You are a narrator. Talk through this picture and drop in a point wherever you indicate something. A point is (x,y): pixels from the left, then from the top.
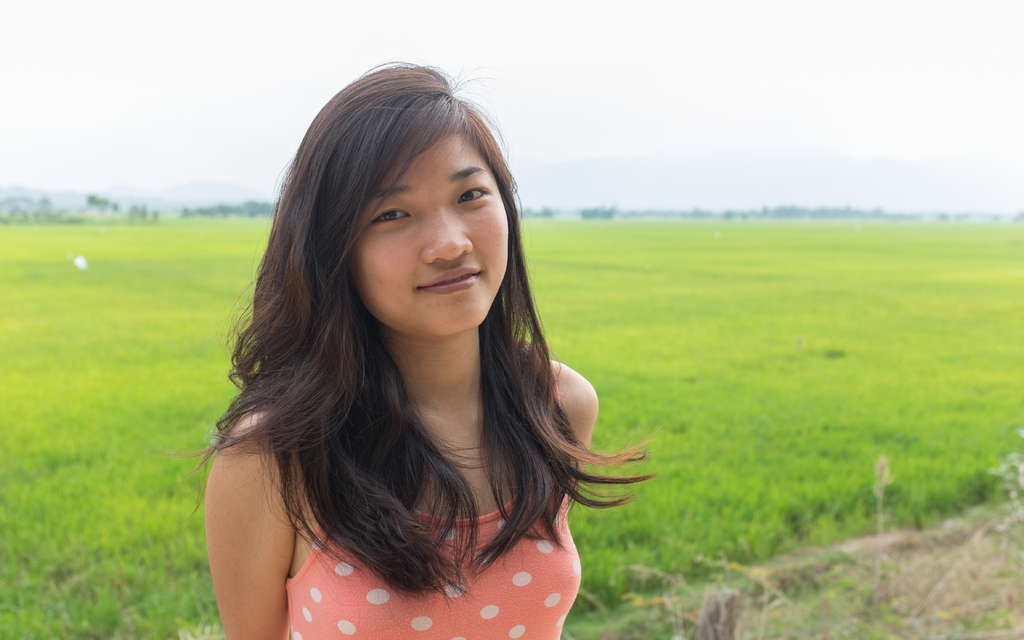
Here I can see a woman (415,380) smiling and giving pose for the picture. In the background (80,437), I can see the field (560,346) and there are many trees (850,213). At the top of the image (792,97) I can see the sky (853,80).
